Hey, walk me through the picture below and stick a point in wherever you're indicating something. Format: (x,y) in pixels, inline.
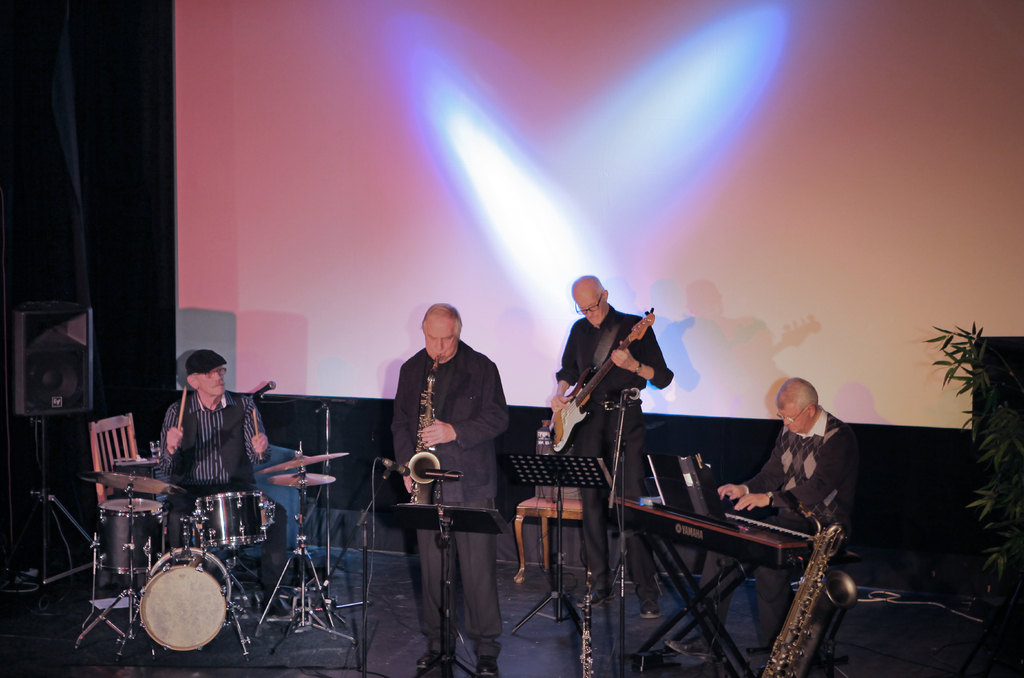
In the picture I can see people (472,397) among them some are standing on the stage (153,672) and some are sitting on chairs (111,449). These people (485,488) are playing musical instruments (428,494). In the background (425,184) I can see a projector screen (422,189), chairs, a plant (1001,480) and some other objects (306,502) on the stage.
